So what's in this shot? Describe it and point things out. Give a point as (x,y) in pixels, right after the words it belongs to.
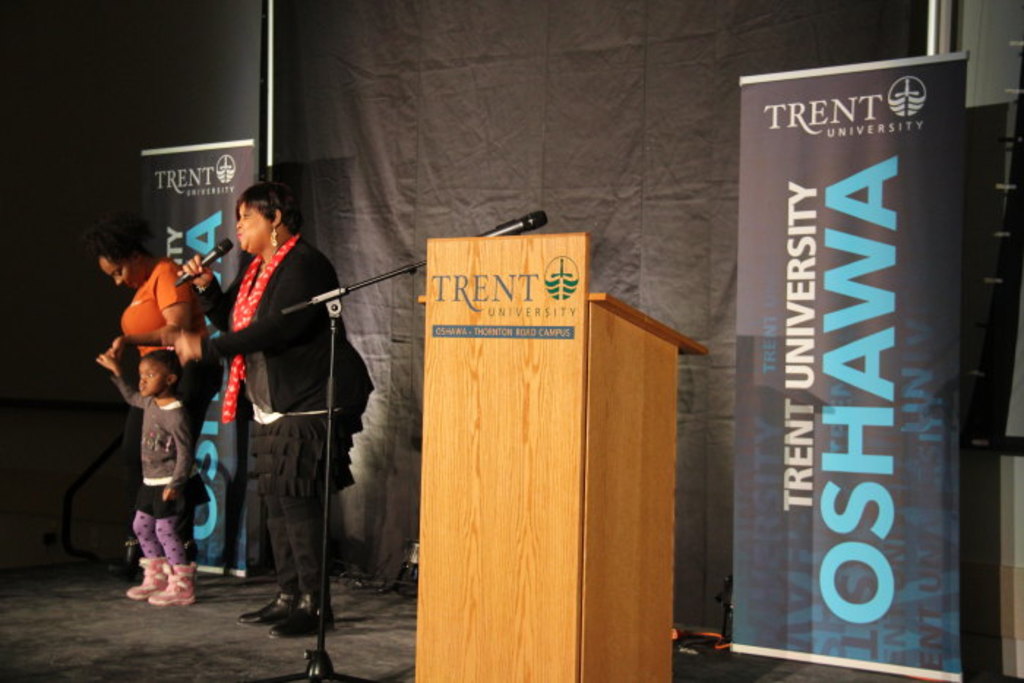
In this picture we can see a podium (449,430) and a microphone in the front (623,421), on the right side (860,367) and left side (178,234) there are hoardings (780,224), we can see two women (268,294) and a kid (163,444) on the left side (200,295), a woman (307,378) in the middle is holding a microphone (216,251), there is some text (859,489) on these hoardings (760,159).
